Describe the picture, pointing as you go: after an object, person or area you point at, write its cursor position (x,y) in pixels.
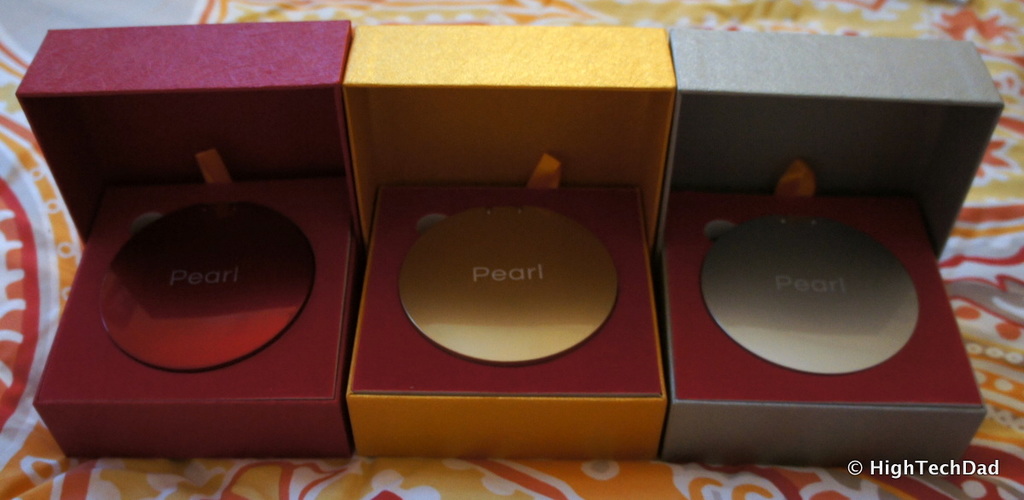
The picture is taken from a website there are three different colored boxes (370,101) and inside the boxes (107,263) it is written as pearl on each object (831,270).
